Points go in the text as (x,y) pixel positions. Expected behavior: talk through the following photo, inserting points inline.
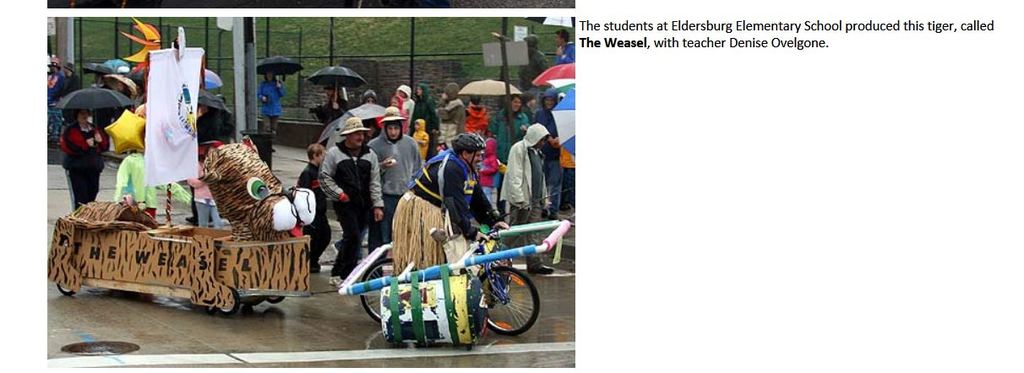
On the left side of the image (225,147), we can see a picture (426,202). In this picture, we can see a group of people (339,109), vehicles (348,284), umbrellas (337,134), banner (154,78), boards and pole (244,123). At the bottom (278,339), we can see the path (361,351). Background (390,93) we can see the wall (389,80) and rods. On the right side of the image (858,32), we can see some information (682,46).
